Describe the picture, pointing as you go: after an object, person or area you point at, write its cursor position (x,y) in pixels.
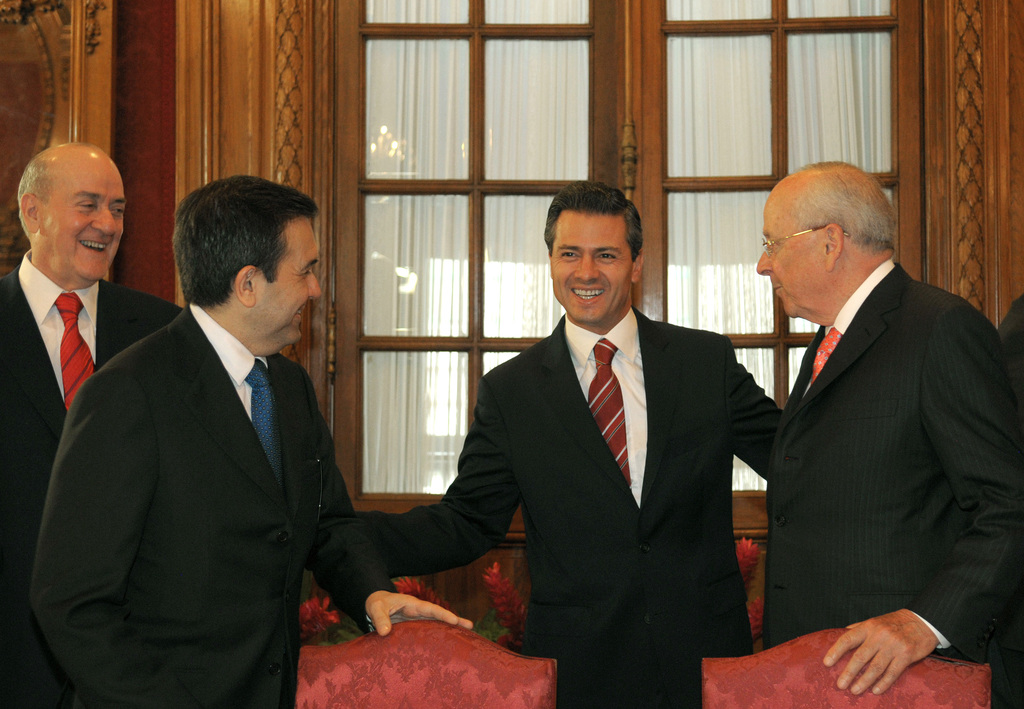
In this image there are four people (498,398) wearing black suit (238,418) and smiling. There are few chairs (466,652) in the room (435,629). In the background (475,85) there is a glass window (601,98) and white curtain (507,115).
